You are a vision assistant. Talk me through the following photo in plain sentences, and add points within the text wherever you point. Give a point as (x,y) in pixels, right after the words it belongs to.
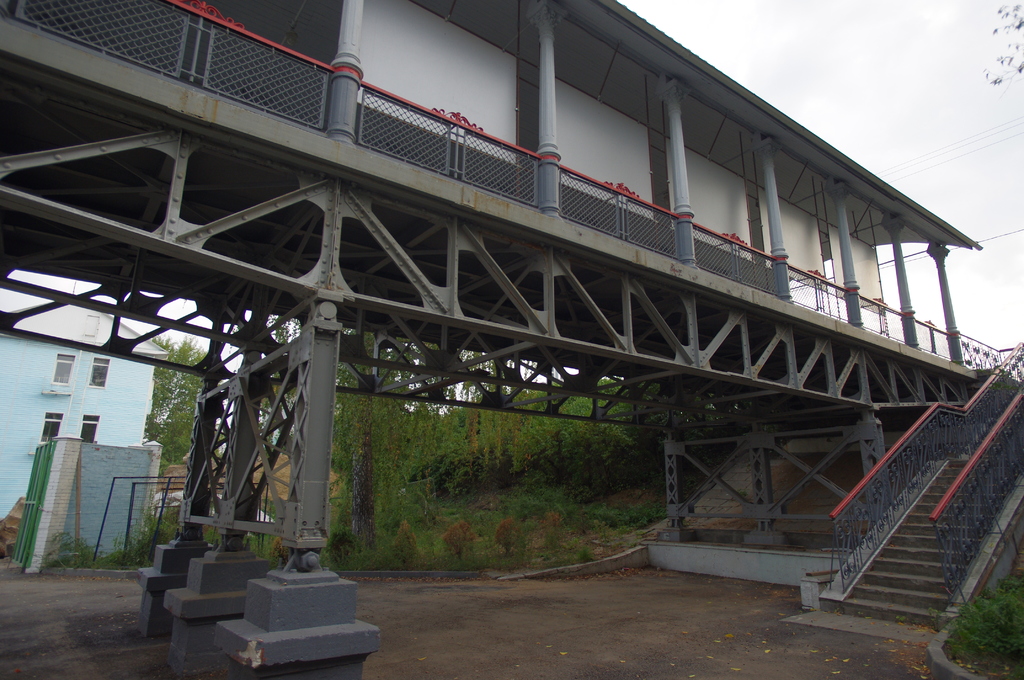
At the top of this image (320,28), there is a bridge (667,99). On the right side (907,535), there are steps (939,474) having a fence (948,455) on both sides. At the bottom of this image (732,609), there is a road (561,654). In the background (628,408), there are trees (420,431), plants (436,511), a building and there are clouds (888,59) in the sky (803,49).
